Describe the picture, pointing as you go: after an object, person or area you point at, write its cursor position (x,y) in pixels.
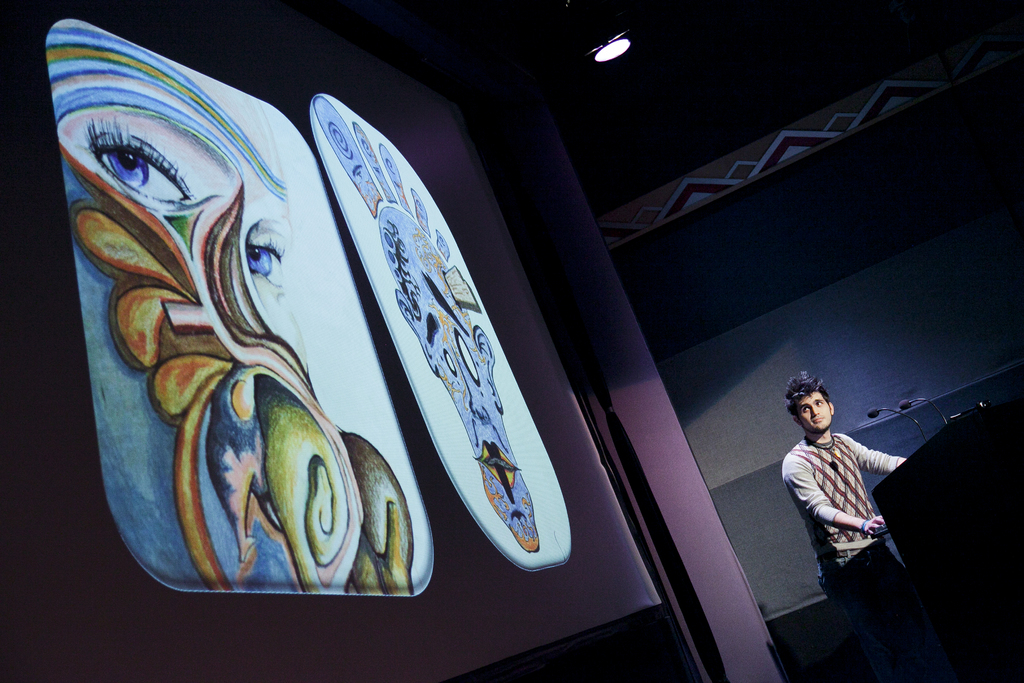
In this image I can see the person (874,515) standing in-front of the podium (939,519). I can see the mics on the podium (936,456). To the left (253,428) I can see the screen (250,442). And there is a light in the top (614,49).
